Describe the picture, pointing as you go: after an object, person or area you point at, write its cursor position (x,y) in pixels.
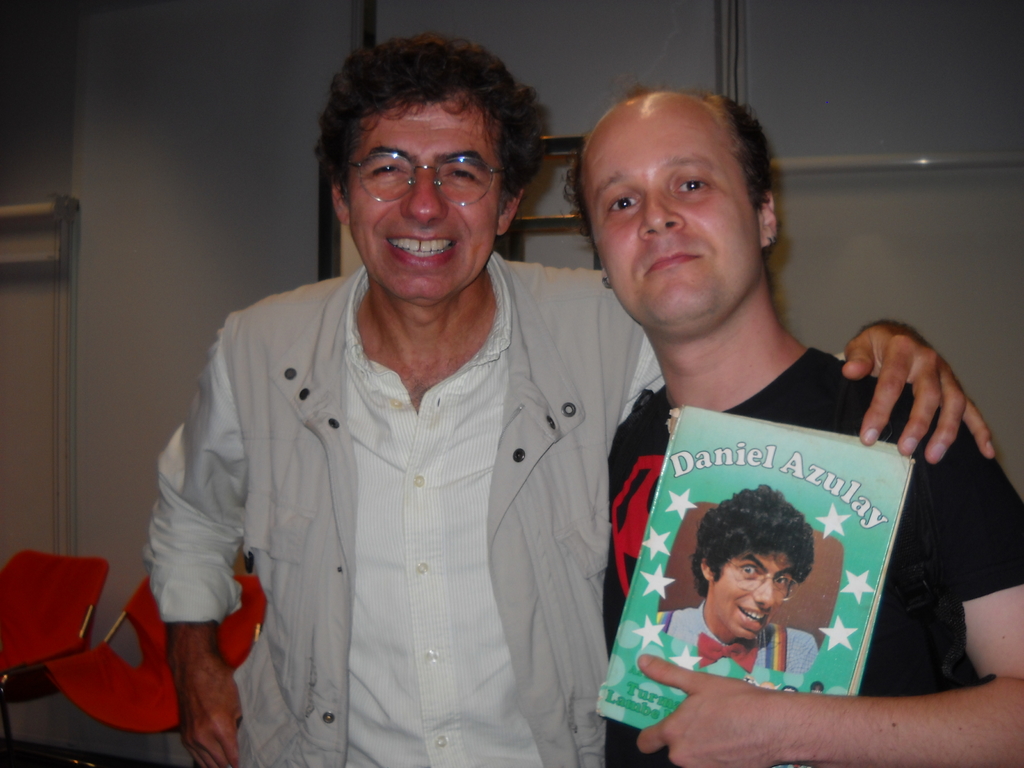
In this image, we can see two men (815,414) are seeing and smiling. Here a person (629,184) is holding a book (747,519). Background (241,190) we can see a wall (230,217) and chairs (24,690).
